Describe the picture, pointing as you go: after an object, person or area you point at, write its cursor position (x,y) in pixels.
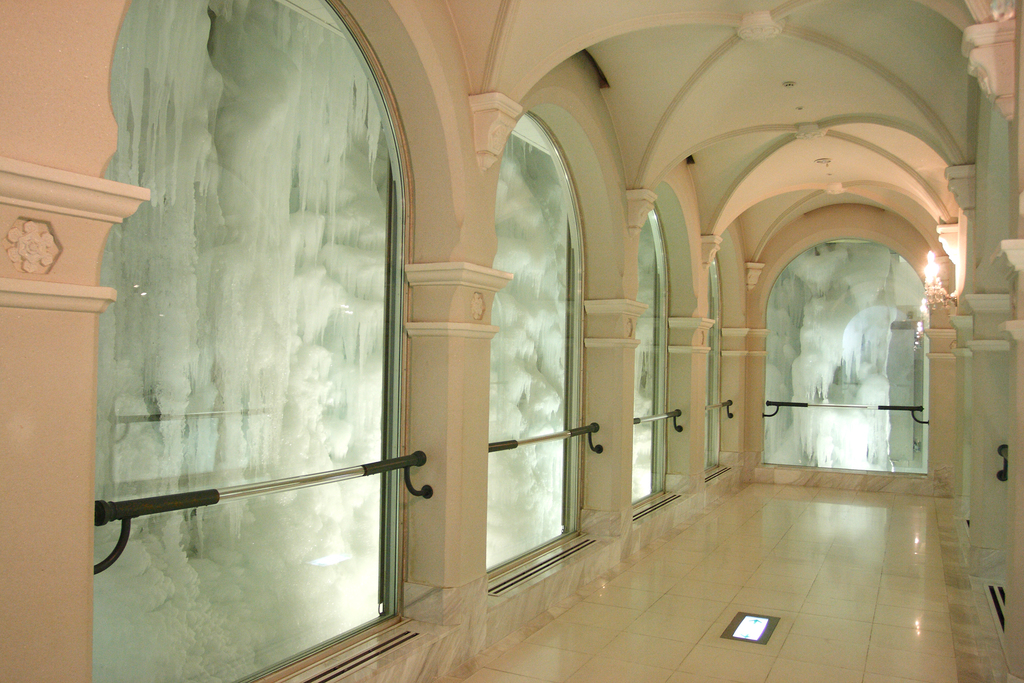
This image is taken from inside the room (753,532). In this image we can see there are mirrors (511,425) to the wall (466,403), in front of the mirror (211,420) there is an iron rod (261,489). There is a ice (196,384) from the outside of the mirror (223,441) and there are lights (936,278) to the poles (989,307).
